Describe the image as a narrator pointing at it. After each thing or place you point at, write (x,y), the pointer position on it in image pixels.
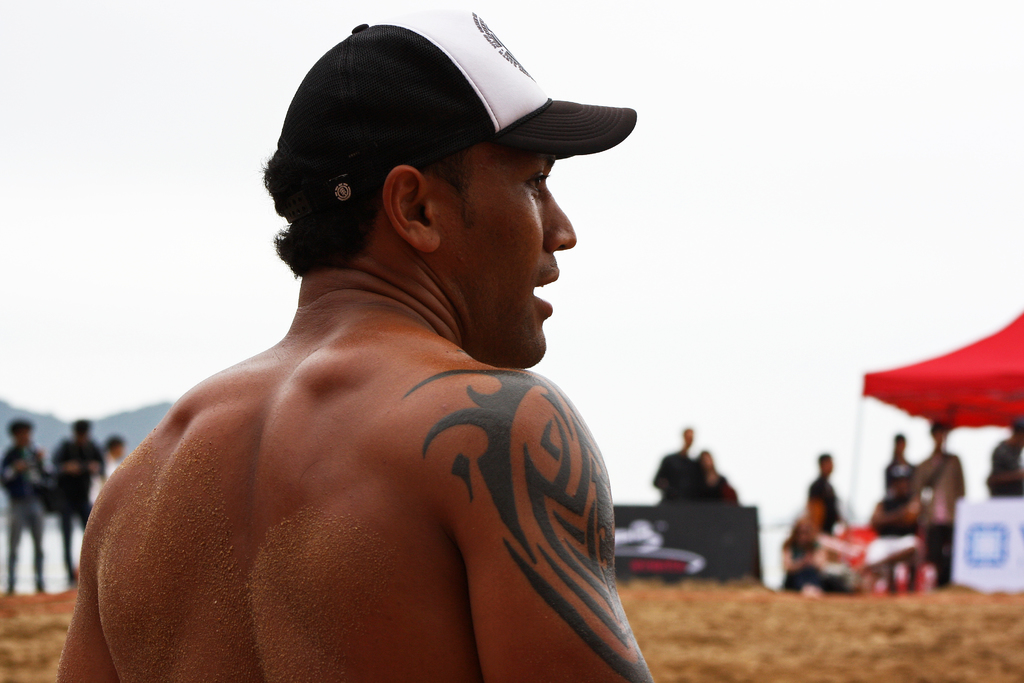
As we can see in the image there are few people (488,453) here and there, tent (921,404) and sky (717,180).
